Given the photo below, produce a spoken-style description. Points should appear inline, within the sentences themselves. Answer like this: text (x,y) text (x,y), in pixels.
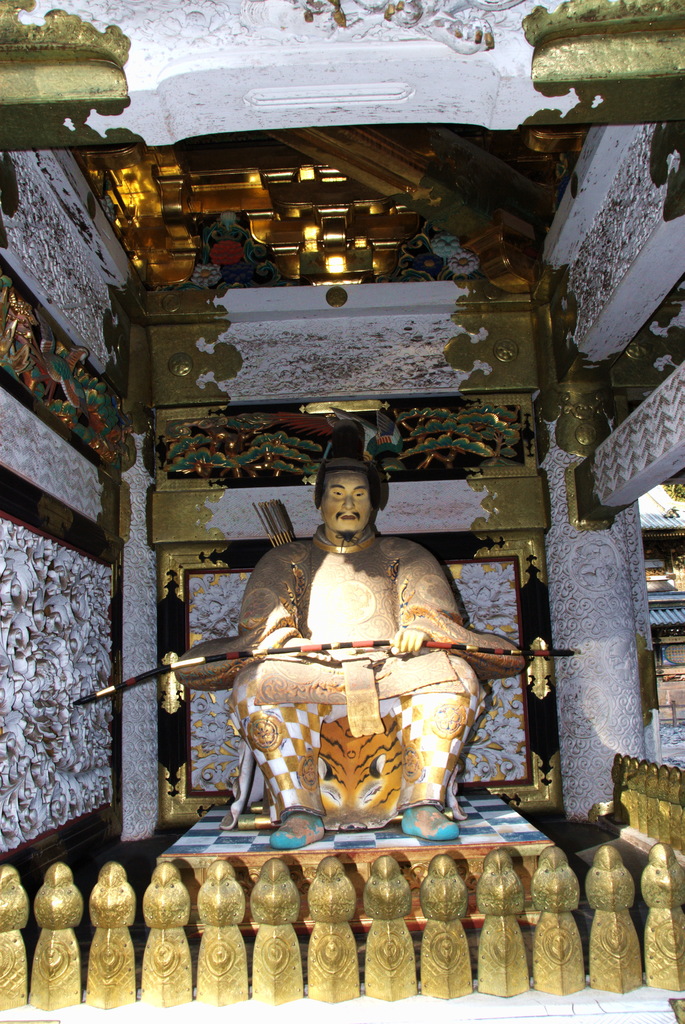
There is a person's statue (430,625), holding a bow (508,652) and sitting on a chair (403,732). Which is on the stage (484,826). In front of him, there is a fencing (665,886). In the background (27,469), there is wall (468,292) and a roof (430,226).
